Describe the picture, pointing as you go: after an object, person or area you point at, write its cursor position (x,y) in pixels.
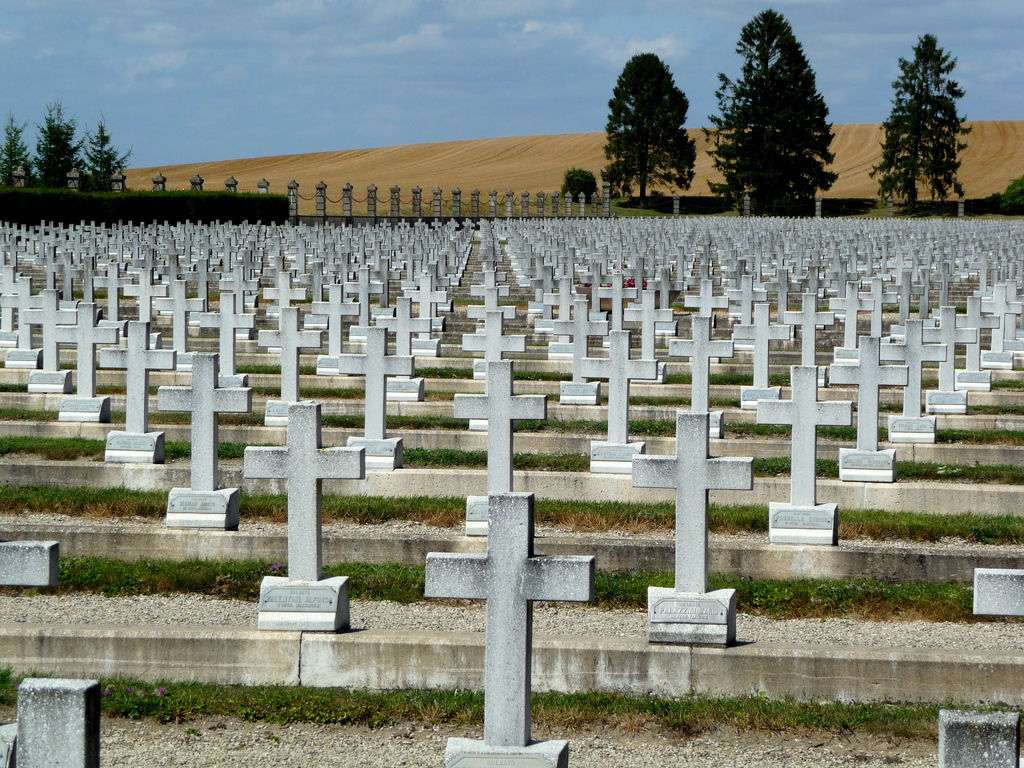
In this image I can see many cross symbols (511,479) and the grass (481,714). In the background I can see many trees (620,176), and, clouds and the sky (276,81).
